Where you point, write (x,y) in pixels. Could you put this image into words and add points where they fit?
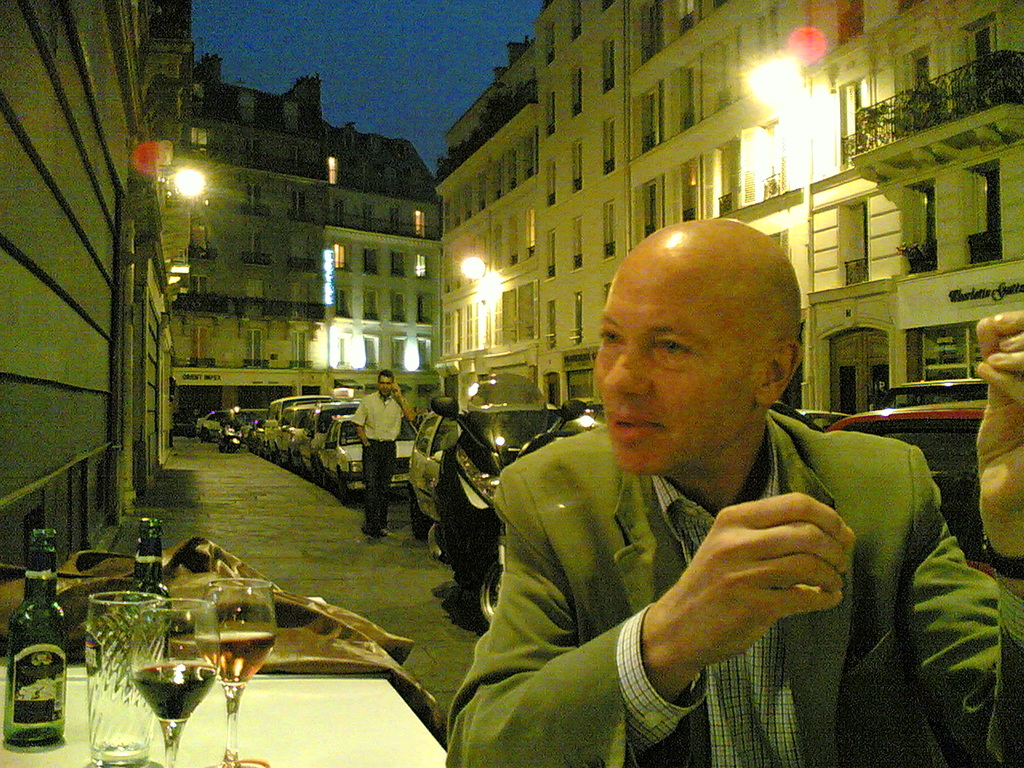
This picture is clicked outside. On the right (807,456) we can see a person (654,438) wearing blazer (885,693) and on the left (294,733) we can see a table (302,720) on the top of which bottles (154,541), glasses (246,664) and some objects (276,617) are placed. In the background (467,466) we can see the group of vehicles (444,418) seems to be parked on the ground (370,538) and we can see a person (367,433) wearing dress (379,417) and in the background (407,135) we can see the sky (370,70), lights (184,177), buildings (561,225), windows (549,232) of the buildings (608,189) and many other objects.
